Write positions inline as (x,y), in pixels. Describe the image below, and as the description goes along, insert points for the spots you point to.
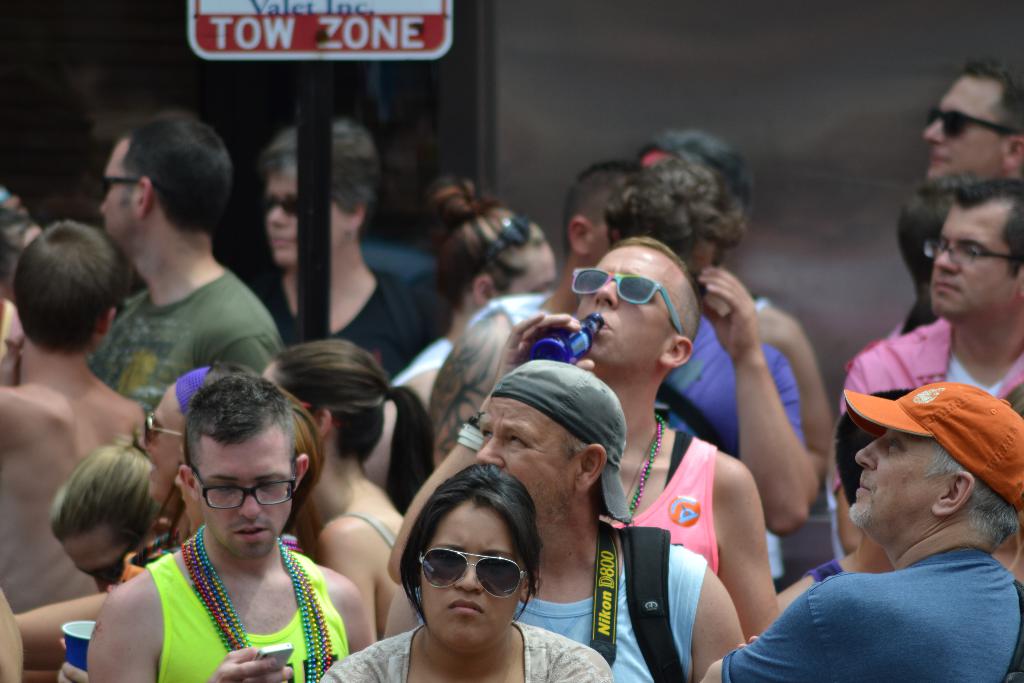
In this picture we can see many people (608,403) standing on the ground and looking somewhere. In the background (211,24), we can see a sign board (450,45).
